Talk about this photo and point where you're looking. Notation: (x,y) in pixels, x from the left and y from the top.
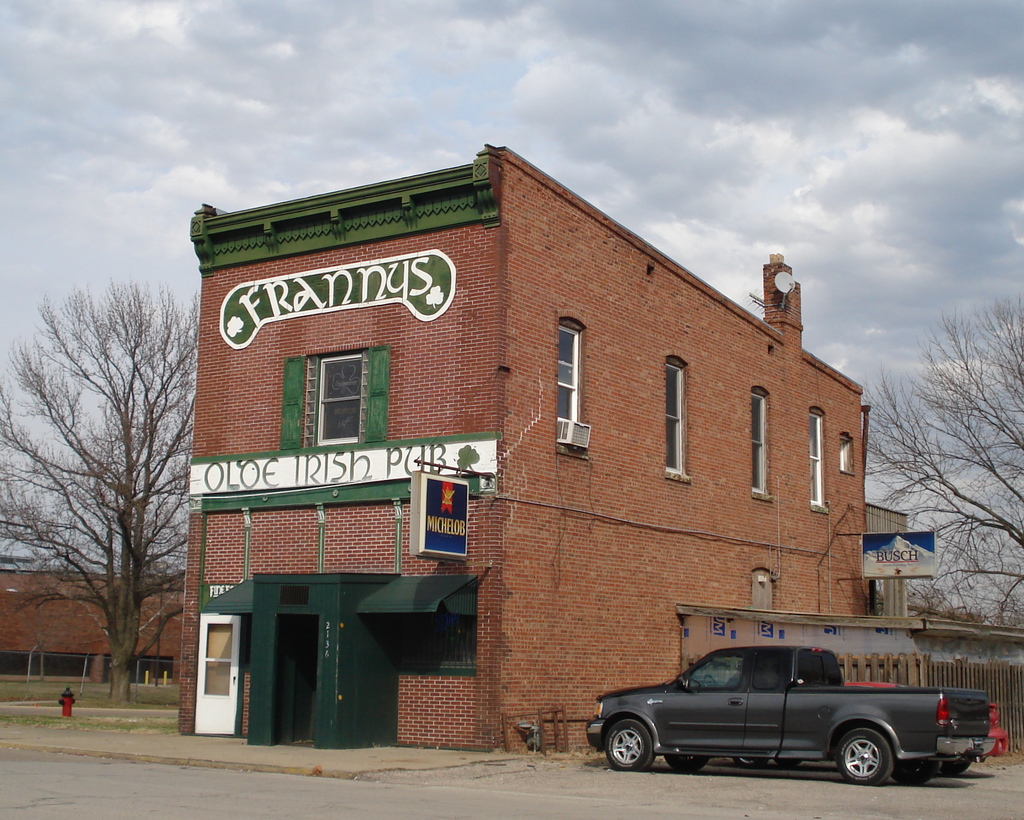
In this picture we can see few buildings (341,597) and trees (894,498), beside to the building (550,494) we can see a fence (957,681) and cars (825,729), and also we can find few hoardings (445,536), in the background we can see a cloudy sky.
